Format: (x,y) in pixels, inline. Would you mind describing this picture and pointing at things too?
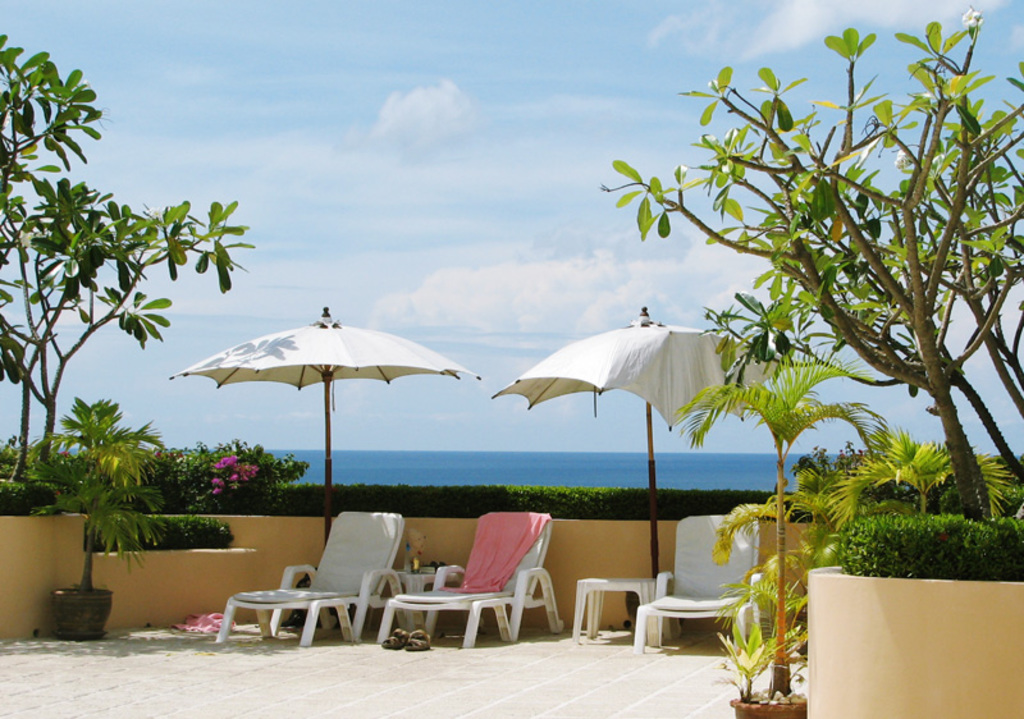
In this picture there are three chairs (718,606) under an umbrella (595,364) and there are some pair of slippers (429,645), on to the right (862,497) there some plants (862,497) and tree (961,208), on to the left side (127,547) that some other plants (136,455) with flowers (219,461) and trees (30,381) and in the background (433,463) there is a water body (636,469) and the skies (510,177) a bit cloudy.
